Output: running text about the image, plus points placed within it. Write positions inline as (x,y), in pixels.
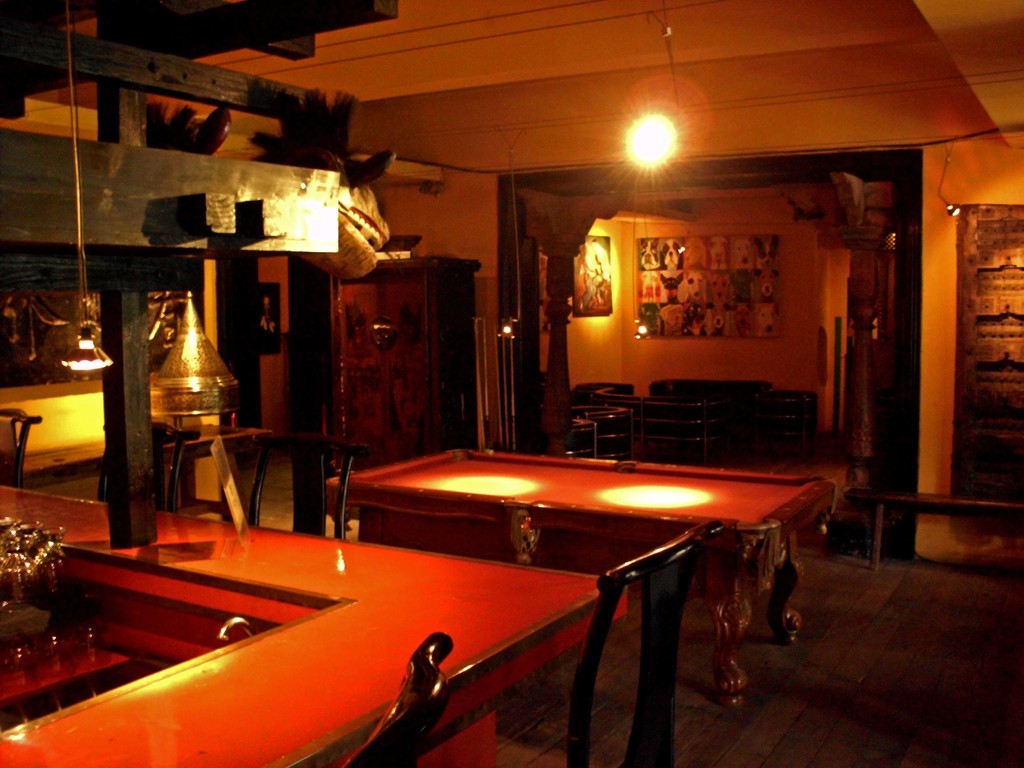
It is a room (972,619) there is a table (468,572), chairs (432,641) beside the table (322,574) there is a snooker table (534,484) beside that there is a room (705,339) and inside that there is a sofa (652,396) to the wall (588,358) there are few posters (656,309) stick there is also a wardrobe (388,361) in the background (647,377) there is a wall (806,226).
